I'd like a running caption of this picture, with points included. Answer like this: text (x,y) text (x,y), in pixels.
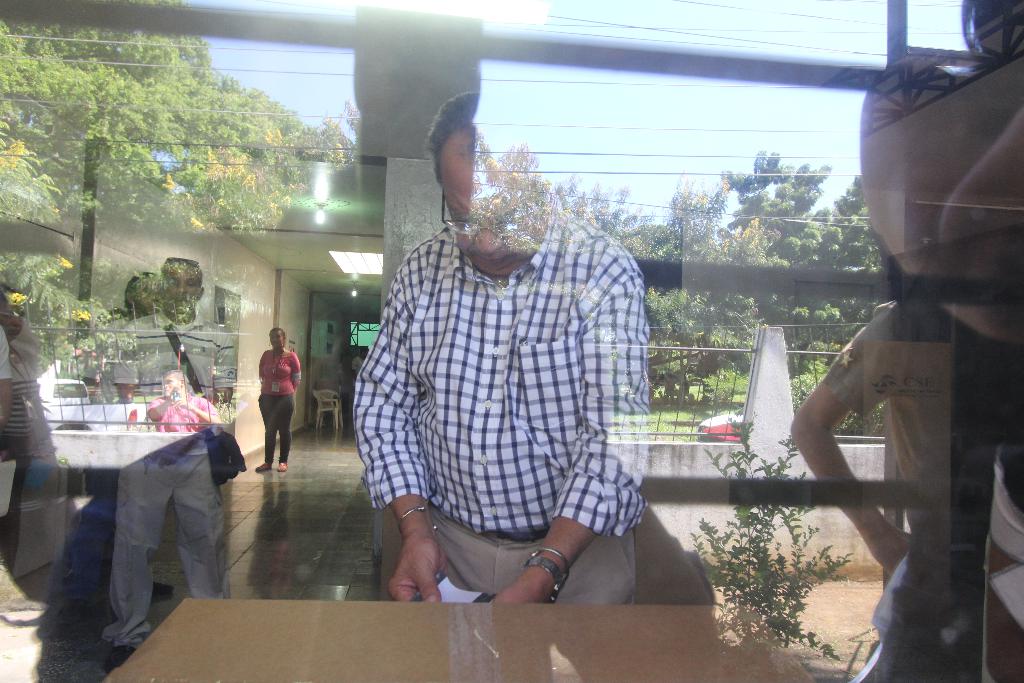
There is a glass wall (574,313). Through the glass (328,299) we can see many people (398,361), chairs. And on the glass (345,186) there is a reflection (199,144) of trees (656,296) and sky (661,127).
